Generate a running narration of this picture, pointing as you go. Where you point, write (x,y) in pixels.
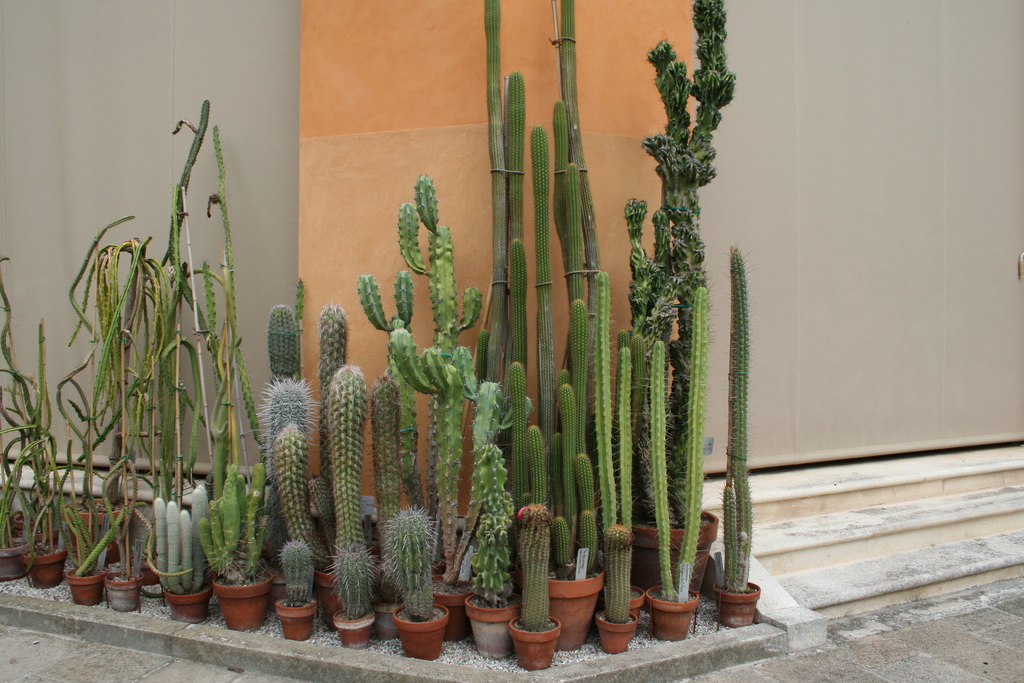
In this image I can see few cactus plants (257,511) over here in pots (322,606).
